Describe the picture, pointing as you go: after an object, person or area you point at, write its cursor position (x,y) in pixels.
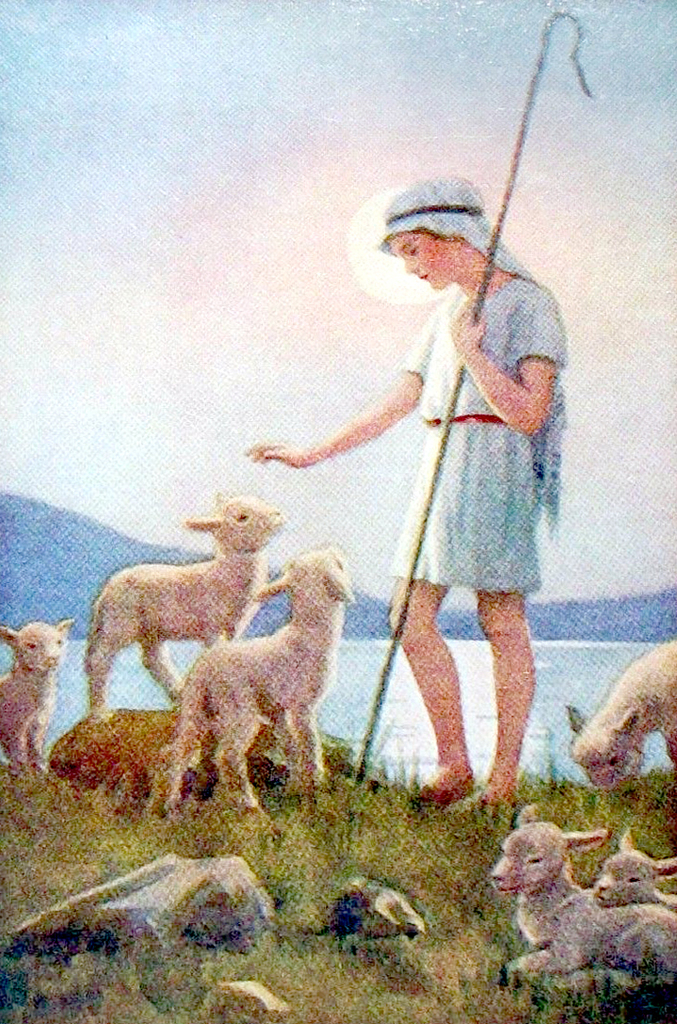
This is a picture and here we can see a person (482,340) wearing a cap (447,220) and holding a stick (421,525). At the bottom (371,775), there are animals (156,650) and rocks (198,789) on the ground (489,926) and there is water (133,702). In the background (88,546), there are hills (59,531) and at the top (322,136), there is sun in the sky (331,93).
